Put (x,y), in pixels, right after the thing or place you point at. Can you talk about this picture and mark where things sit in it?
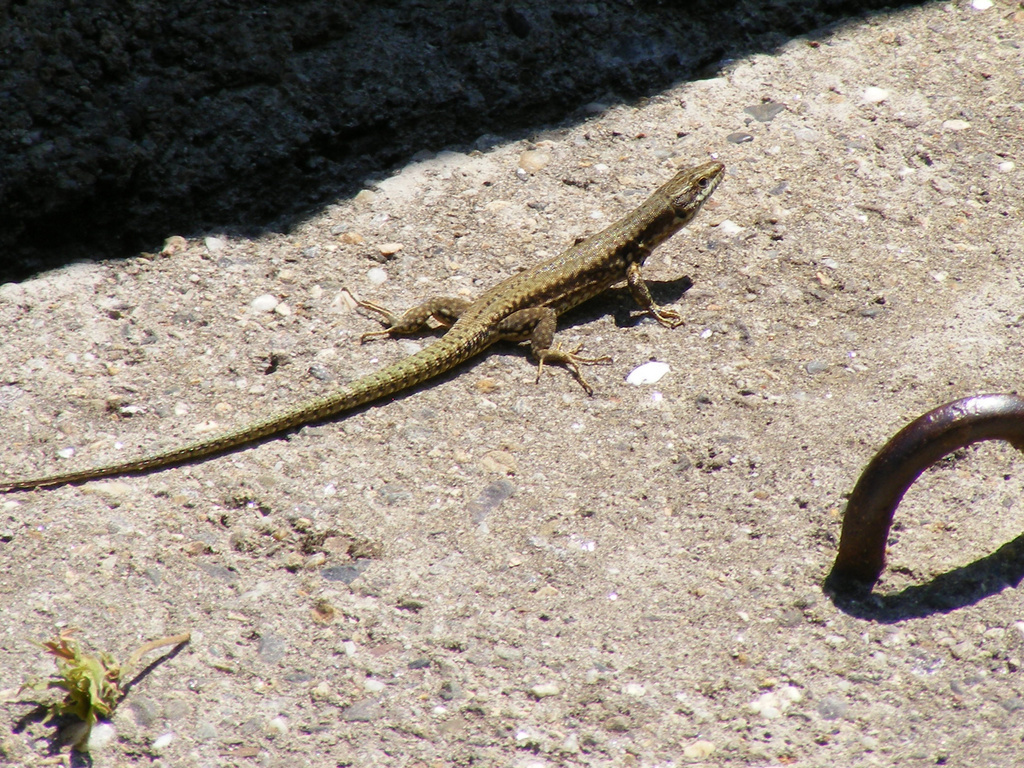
In this picture we can see reptile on a surface (611,489). This is an iron metal object (895,460).
